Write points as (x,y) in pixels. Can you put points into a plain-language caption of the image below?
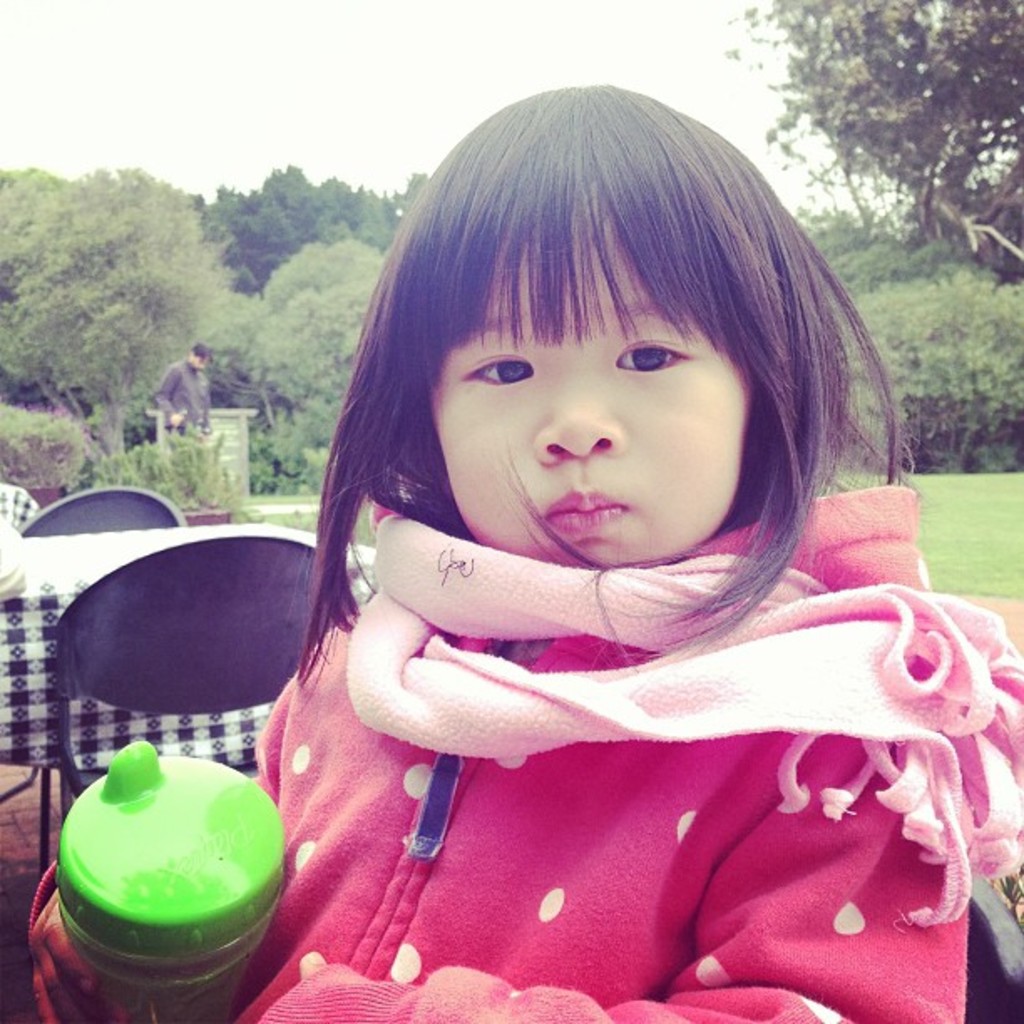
At the bottom of this image (592,719), there is a girl (501,608) in red color jacket (487,759), holding a bottle (221,1004) with a hand (73,1017) and having a scarf (866,633). In the background (180,343), there are trees (164,347), a person (180,420), there are trees (203,226), plants (910,289) and grass (966,519) on the ground (965,513) and there are clouds (459,83) in the sky (187,93).
